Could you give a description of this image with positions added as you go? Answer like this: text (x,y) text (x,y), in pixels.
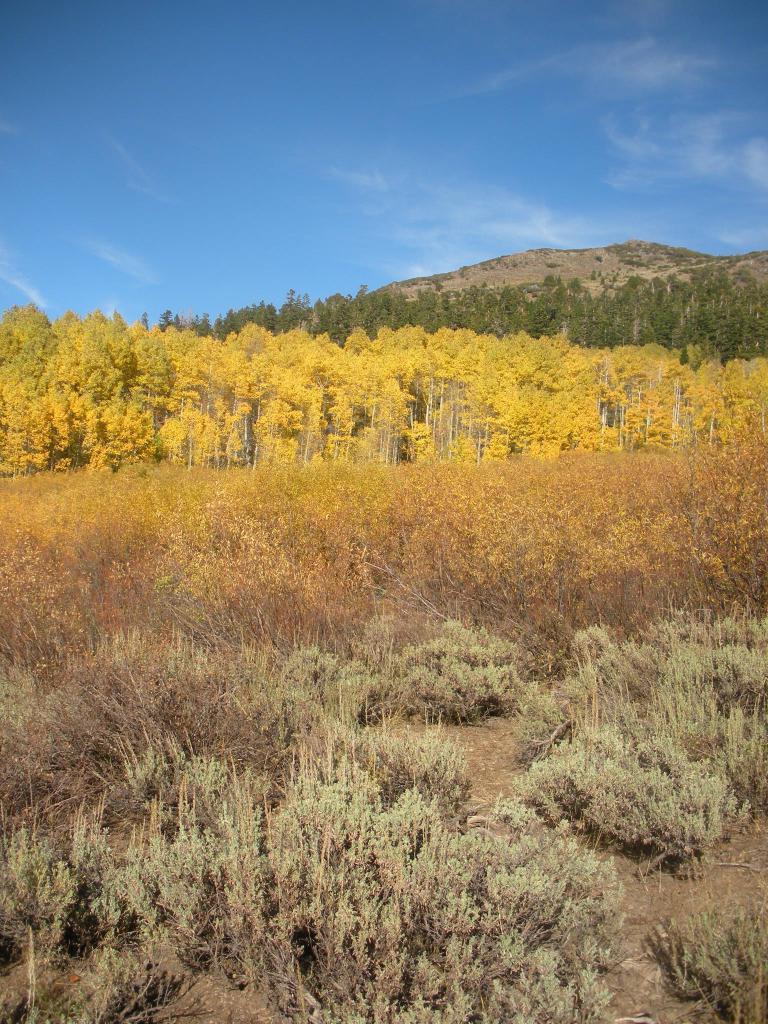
In the foreground of the picture (375,577) there are plants (449,658) and shrubs (283,789). In the center of the picture (418,342) there are trees (379,360). In the background (491,272) there is a hill (663,252). Sky (368,206) is sunny.
